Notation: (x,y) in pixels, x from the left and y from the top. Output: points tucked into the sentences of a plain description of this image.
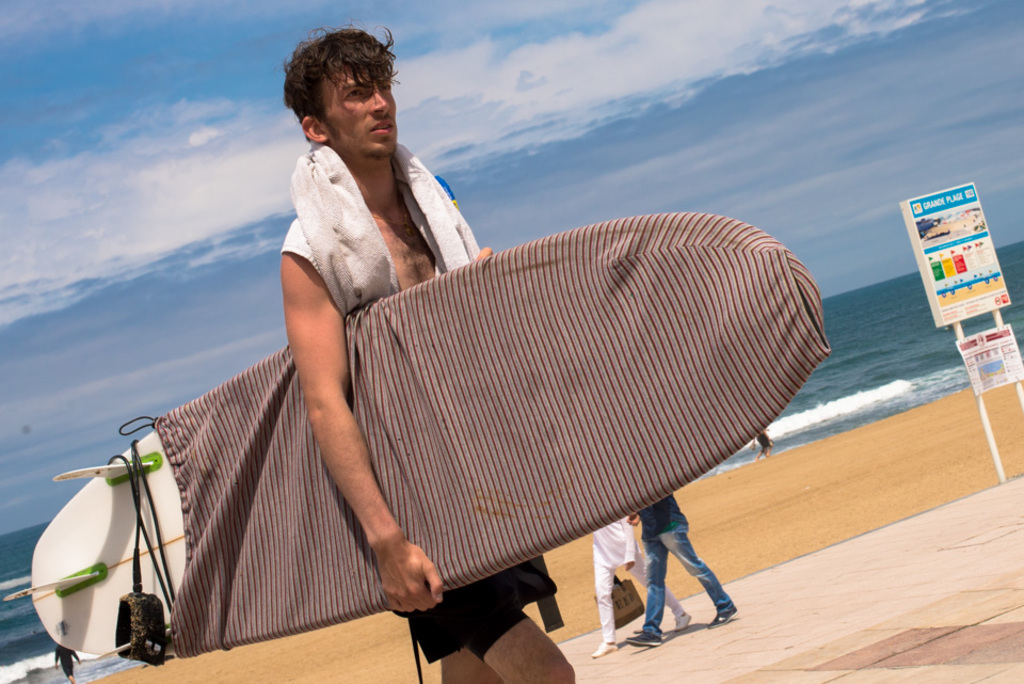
In this image, There is a ground (702,534) in yellow, there a person (473,671) who is holding a object (419,421) and wearing a towel (358,222), In the background (889,403) there is a sea (888,300) in blue color and there is a sky (846,166) which cloudy and in blue color.
